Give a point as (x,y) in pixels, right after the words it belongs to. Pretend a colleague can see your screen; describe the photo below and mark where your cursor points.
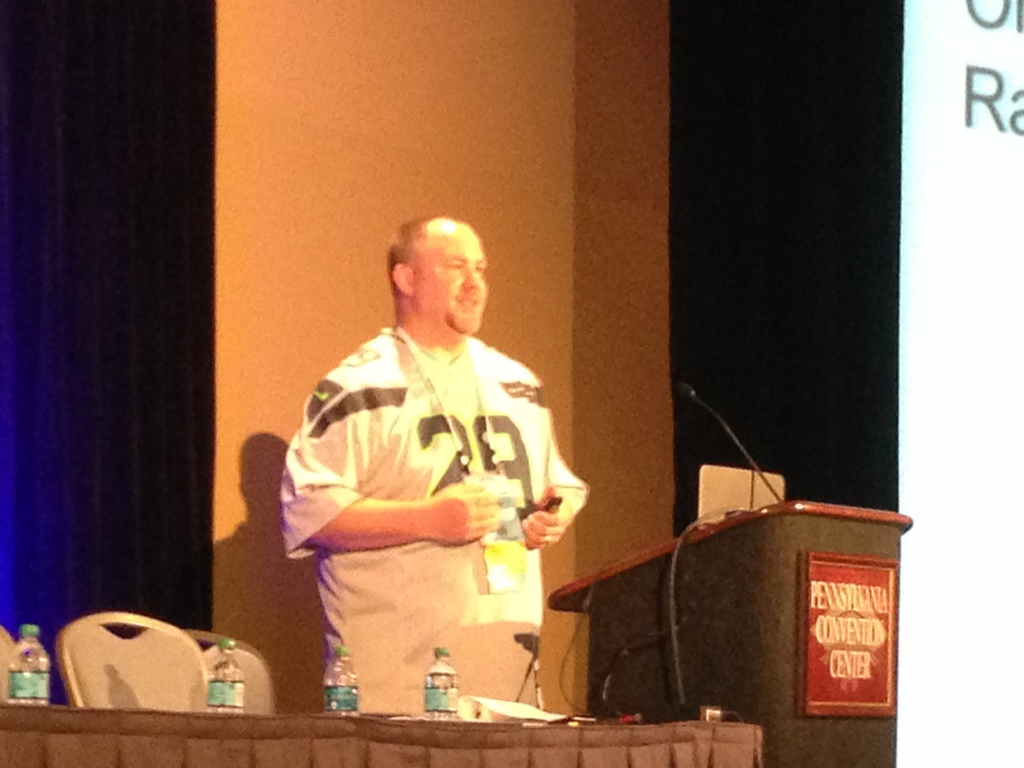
In this picture we can observe a person (406,493) standing, wearing white color T shirt (410,602) and a tag (494,564) in his neck (435,332). He is smiling. In front of him there is a table (295,751) on which water bottles (448,710) are placed. There are chairs (132,655). On the right side (768,689) we can observe podium (769,595) and a mic (735,442). In the background (109,312) there is a blue color curtain (87,344) and an orange color wall (290,249).
